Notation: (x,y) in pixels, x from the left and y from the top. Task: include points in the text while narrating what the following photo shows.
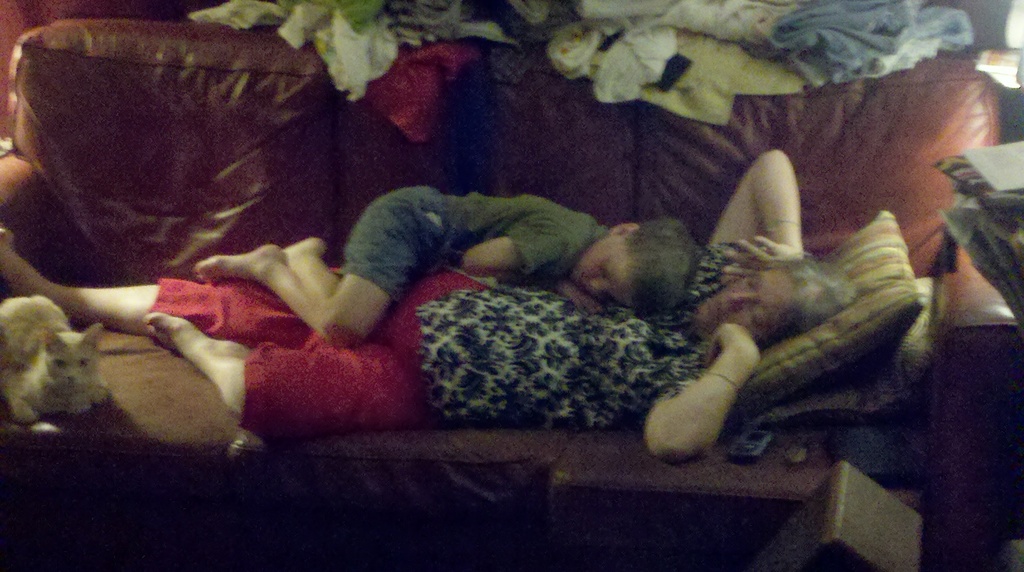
In this picture we can see two people (421,374) are lying on couch (841,148), around there are some clothes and we can see one cat (51,354) sitting on the couch (24,429).
